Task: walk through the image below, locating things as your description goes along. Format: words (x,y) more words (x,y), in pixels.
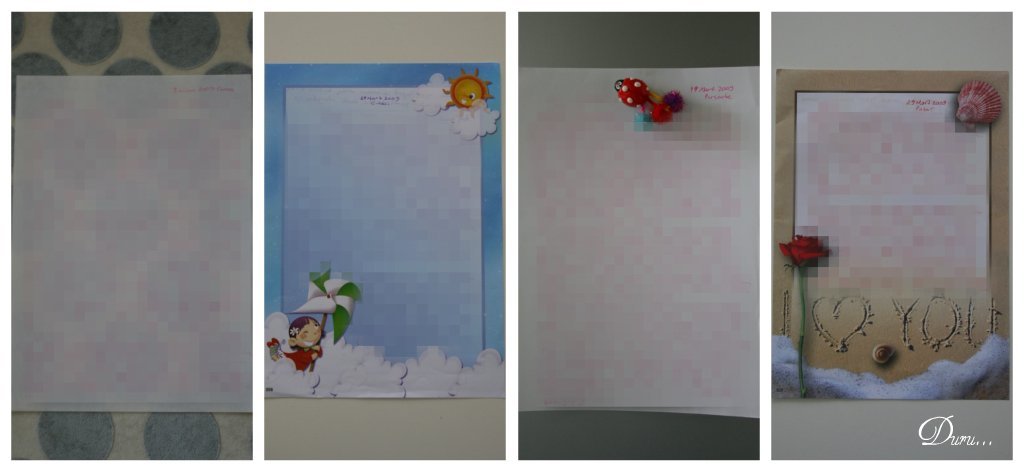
This image consists of four greeting cards (457,392) which are edited and made as a collage.
